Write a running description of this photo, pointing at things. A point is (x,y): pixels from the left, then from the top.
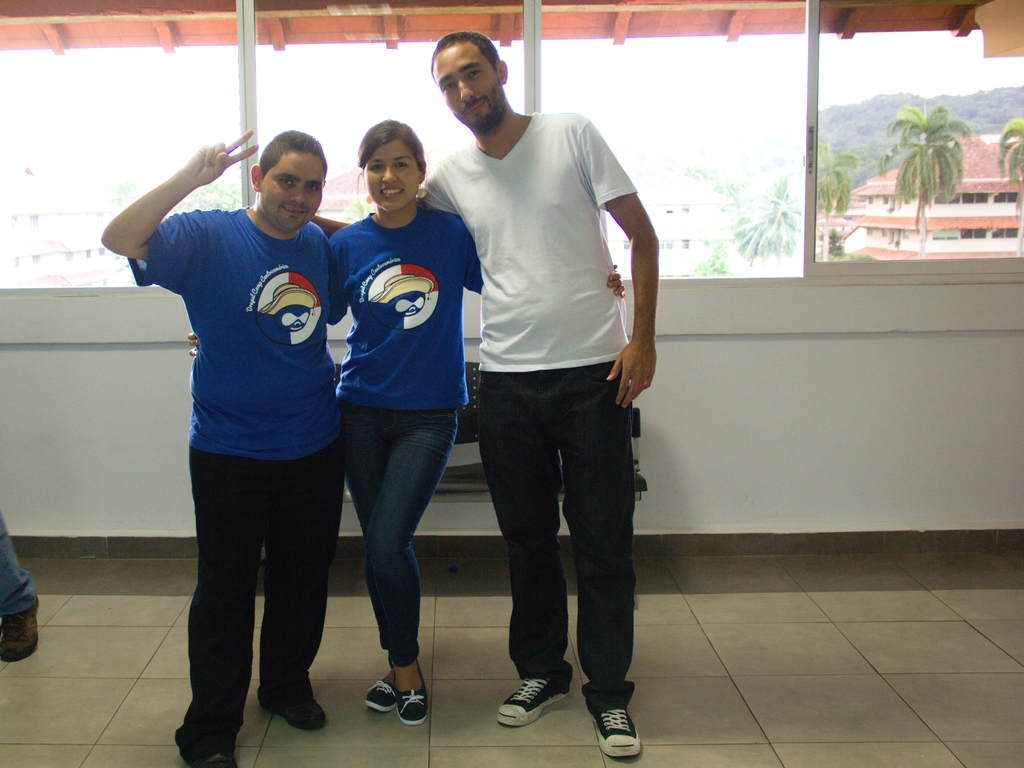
This picture is of inside the room (957,620). In the center (526,280) there is a man (518,174) wearing white color t-shirt (574,270) and standing. There is a woman (395,240) wearing blue color t-shirt (425,239), smiling and standing. There is another man (264,241) wearing blue color t-shirt (285,252), smiling and standing. In the background (722,495) we can see the wall (804,377), window (682,59) and through the window (829,114) we can see the sky (938,59), buildings (971,178) and the trees (1007,143).
